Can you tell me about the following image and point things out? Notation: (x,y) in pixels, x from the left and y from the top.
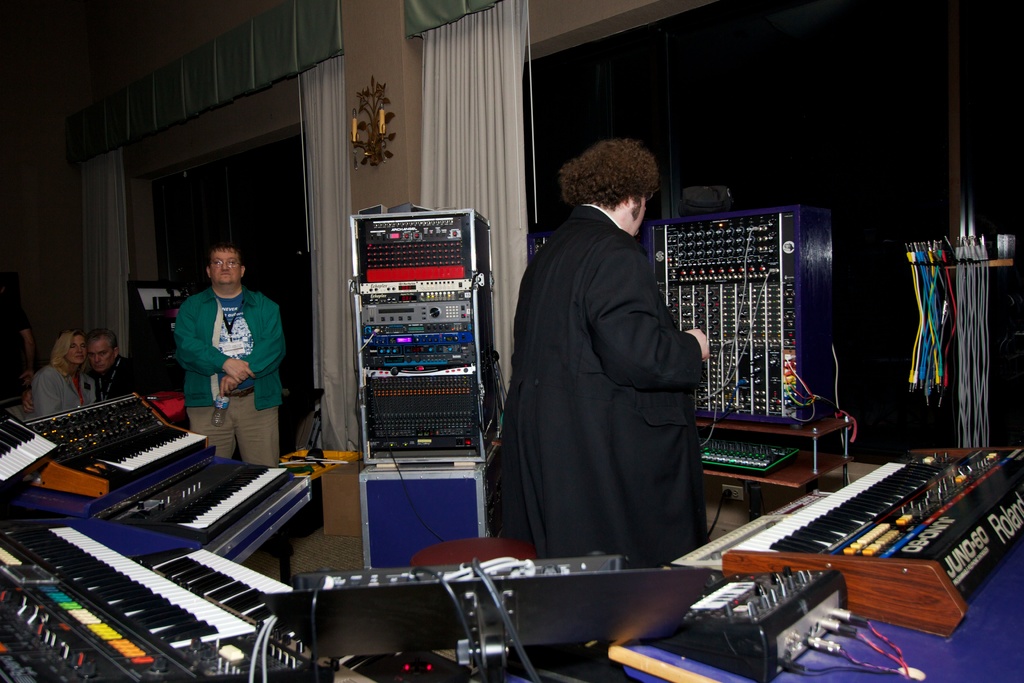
In this picture a black coat guy (568,405) is standing near piano (880,493) and equipment (388,330). In the background (238,331) there are few people (97,365) standing.
